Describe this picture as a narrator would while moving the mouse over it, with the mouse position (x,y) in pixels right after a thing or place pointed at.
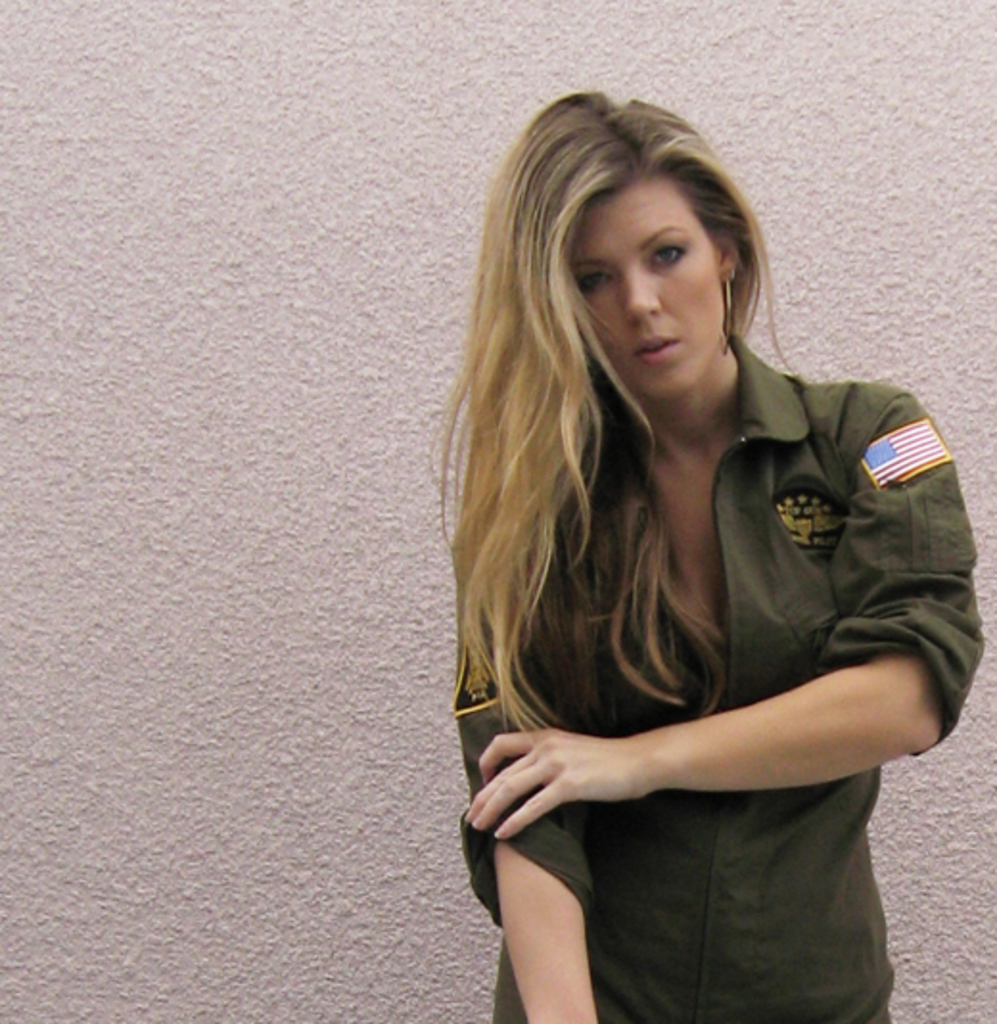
In this image we can see there is a person (595,306) standing and at the back (307,527) there is a wall (246,778).
